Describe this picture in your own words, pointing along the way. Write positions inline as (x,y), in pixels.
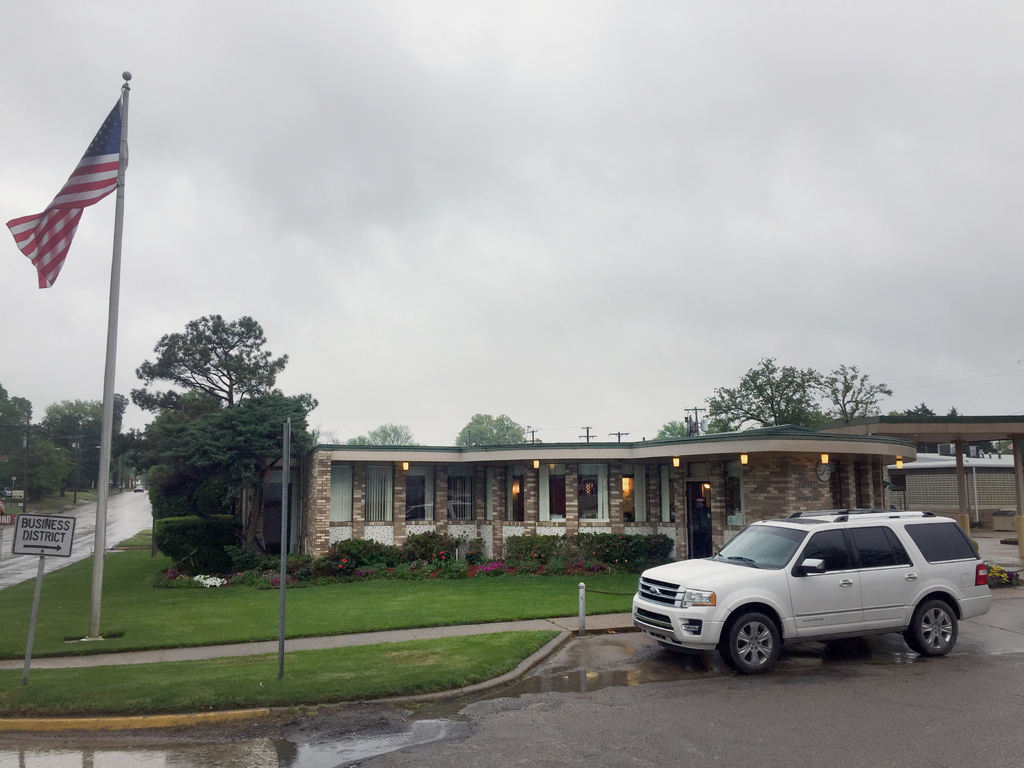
In the foreground of this image (722,555), there is a car (781,635) on the road (693,705), a flag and sign boards (39,533) on the grass (338,684). In the background (548,491), there is a building (497,504), plants (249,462), trees (292,452), poles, a road (138,495) and the sky (413,280).
